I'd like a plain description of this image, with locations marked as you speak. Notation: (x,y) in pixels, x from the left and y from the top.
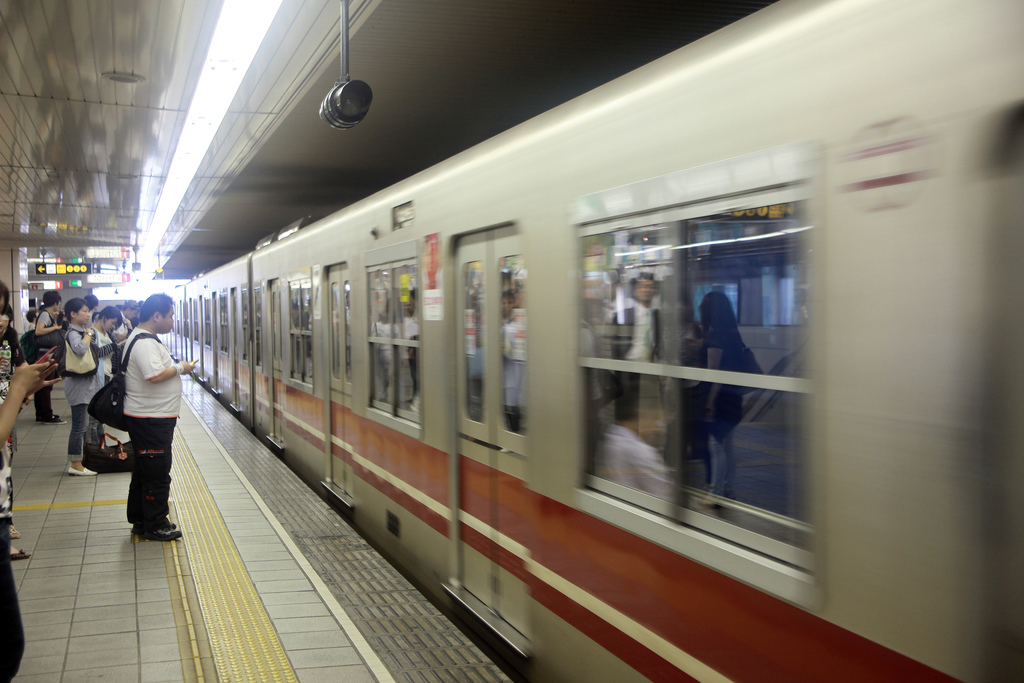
As we can see in the image there is a train (596,320), few people (77,339) here and there and on the top (203,103) there is a ceiling (167,173).
